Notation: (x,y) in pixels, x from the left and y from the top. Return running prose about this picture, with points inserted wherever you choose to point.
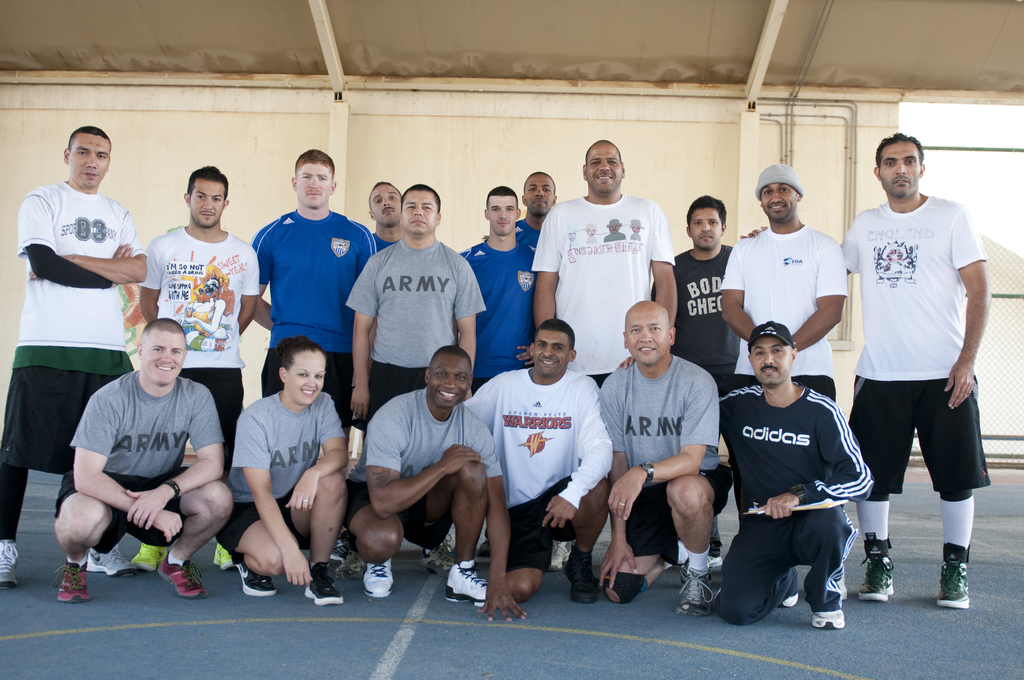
In this image we can see some group of persons (640,460) wearing T-shirts (305,453) and shorts (355,483) standing and some are crouching down, some are posing for a photograph and in the background of the image (5,97) there is a wall (324,92).
